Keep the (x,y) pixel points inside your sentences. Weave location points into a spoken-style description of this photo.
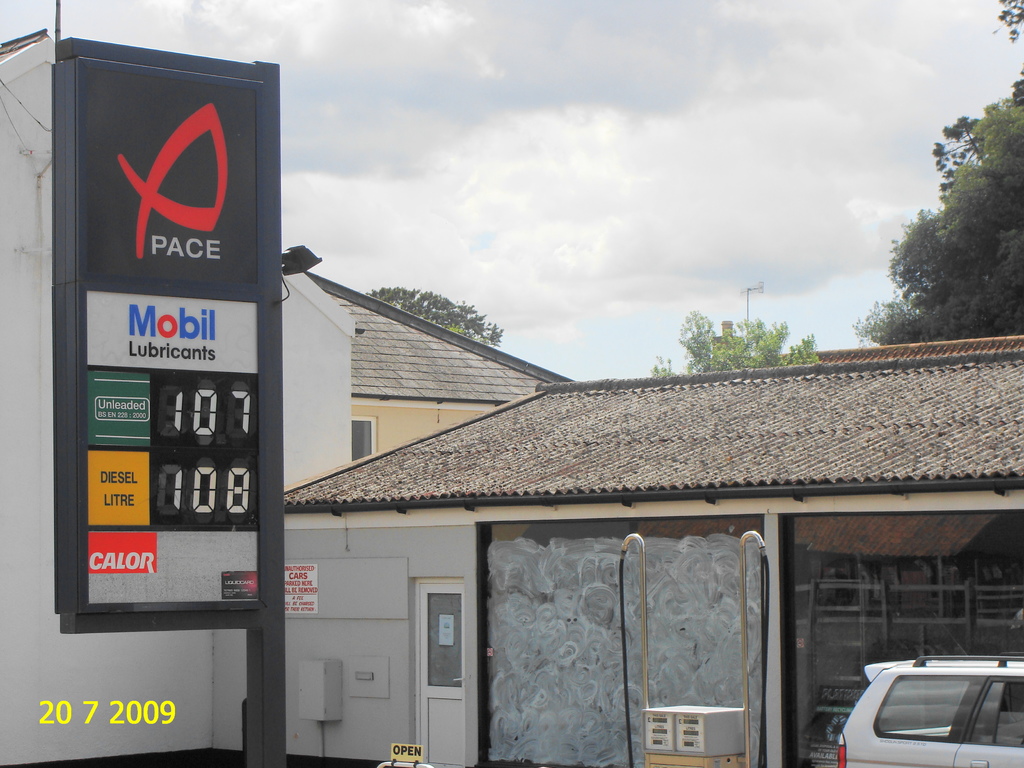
In this image we can see sky (574,215) with clouds (788,158), trees (976,180), buildings (732,521), display screen (200,482), advertisements (172,338) and a motor vehicle (880,712) on the road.
